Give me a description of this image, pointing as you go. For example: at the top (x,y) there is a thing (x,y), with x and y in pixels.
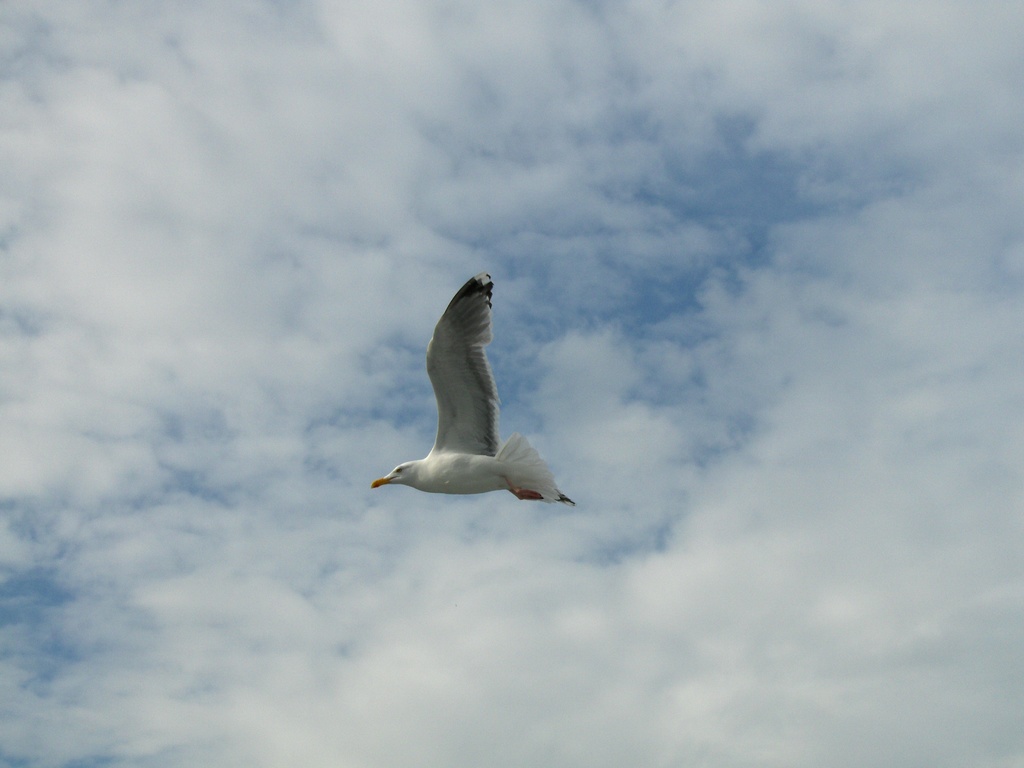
In the image we can see a bird (476,463), white and gray in color and the bird (467,484) is flying. We can even see a cloudy pale blue sky (725,365).
